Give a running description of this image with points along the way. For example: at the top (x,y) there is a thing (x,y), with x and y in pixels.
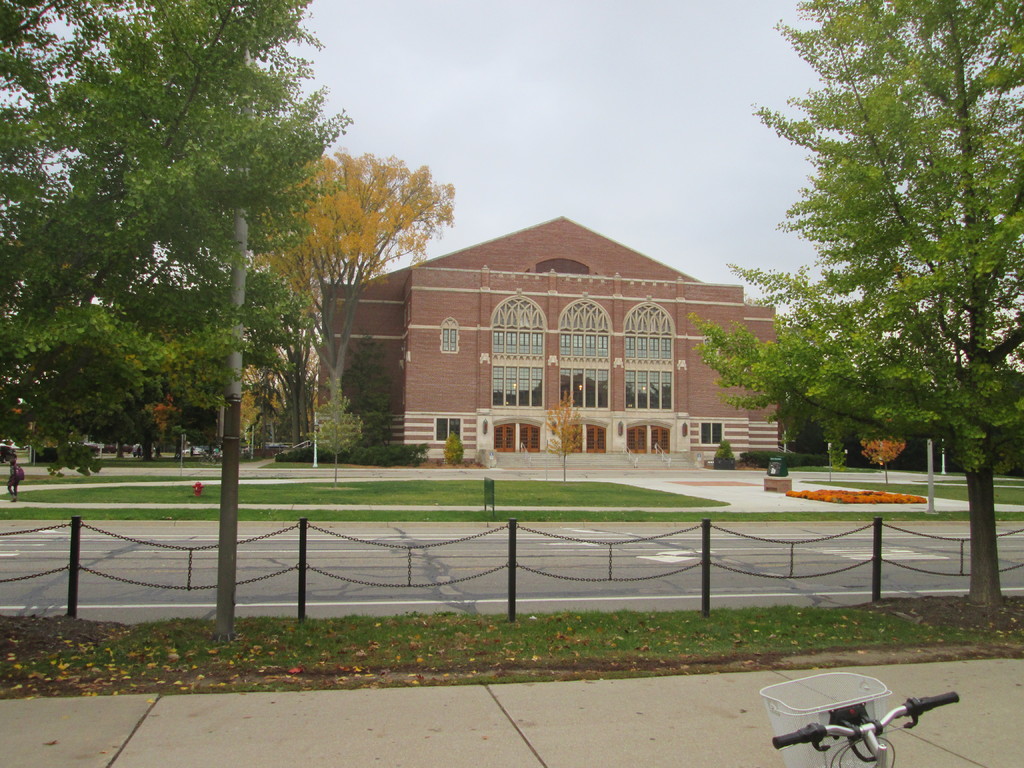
In this picture we can see a bicycle (866,693), grass (439,613), two trees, a pole (237,439) and fencing (784,577) in the front (822,559), there are some plants (839,500), grass (516,490) and trees (154,414) in the middle (500,496), in the background (546,419) there is a building (581,375), we can see the sky (504,86) at the top of the picture (464,46).
